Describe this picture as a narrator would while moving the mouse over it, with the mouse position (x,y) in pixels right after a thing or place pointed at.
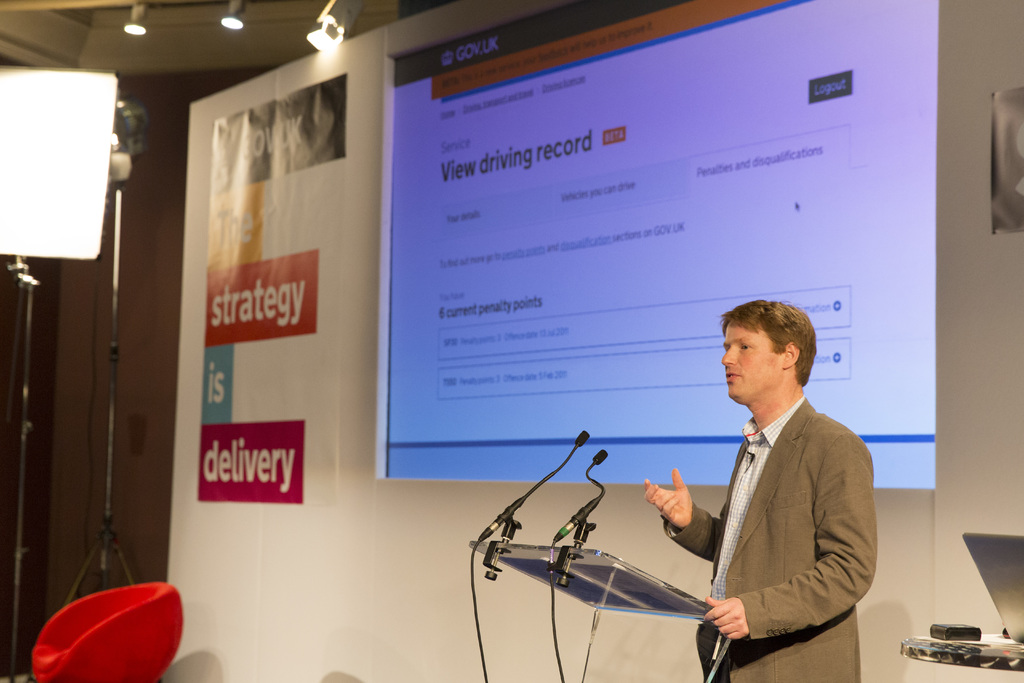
In this image in the front (616,607) there is a podium (616,607) and on the top of the podium (616,574) there are mics (541,481). In the center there is a person (817,543) standing and speaking. In the background (450,426) there is a screen (423,302) and there is a banner (263,257) with some text (286,291) written on it, there are lights (8,242) and there is an empty couch (144,640). On the right side (1009,606) there is a laptop (1009,616) on the table (971,643) and there is an object (954,639) which is black in colour.
